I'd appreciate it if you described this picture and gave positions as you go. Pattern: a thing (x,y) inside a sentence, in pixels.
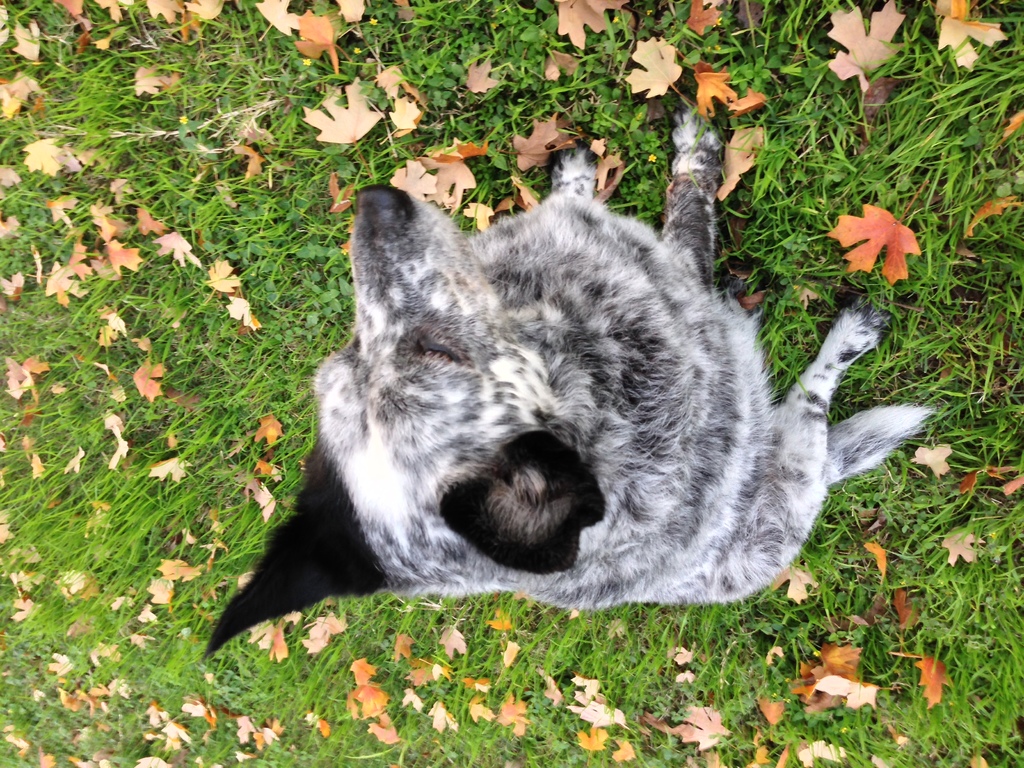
This is a dog (763,429) sitting. I can see the dried leaves (160,251) lying on the grass (297,136).
